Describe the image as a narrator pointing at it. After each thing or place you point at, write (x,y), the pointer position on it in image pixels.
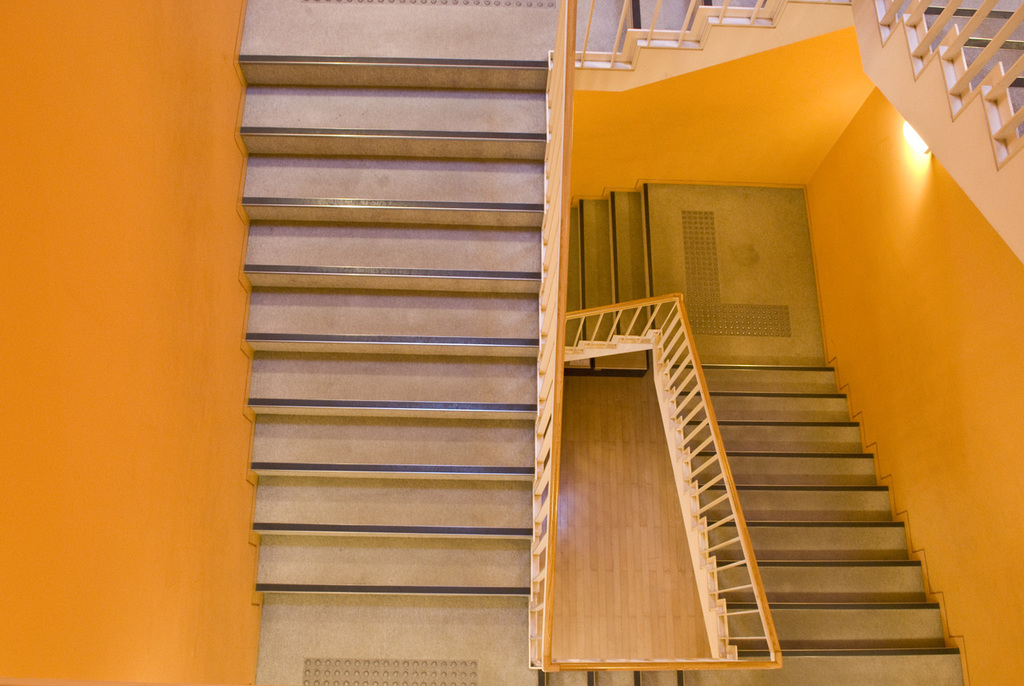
In this picture we can see stairs (822,540) and a light (924,150).
